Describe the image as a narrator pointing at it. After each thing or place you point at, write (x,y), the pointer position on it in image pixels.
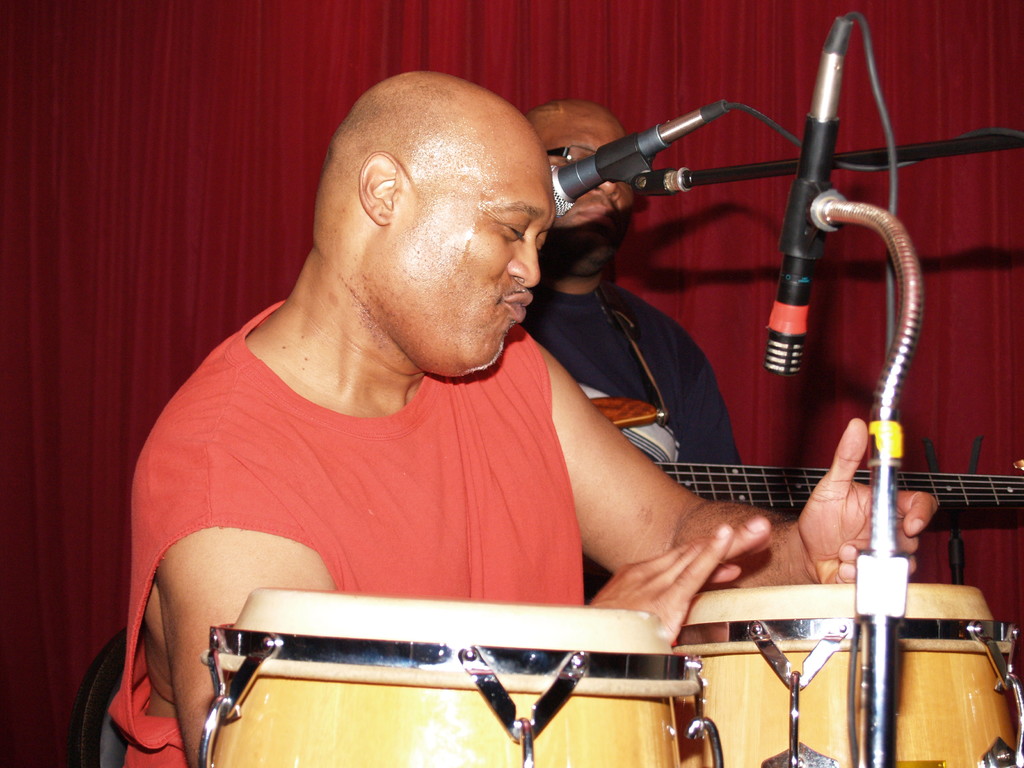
In this picture there is a man (387,271) in the center of the image (370,314), it seems to be he is playing conga drums (391,632) and there are mics (628,178) on the right side of the image (685,117), there is another man (605,341), by holding guitar (761,475) in his hands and there is a red color curtain (663,123) in the background area of the image (659,110).
